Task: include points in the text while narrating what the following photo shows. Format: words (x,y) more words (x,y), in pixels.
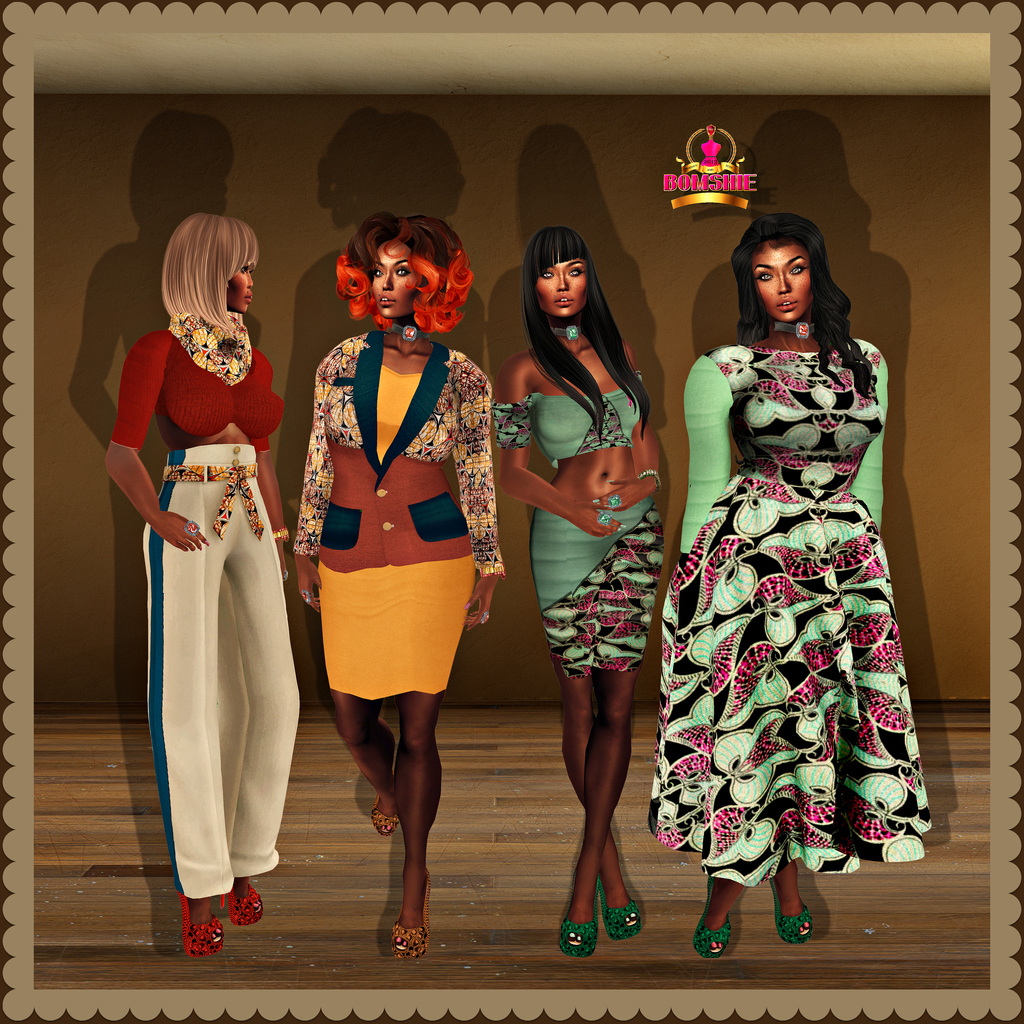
This is an animated image. In the center (452,386) we can see the group of women (566,440) seems to be standing on the floor (813,911). In the background (577,162) we can see the shadows (573,212) of women (747,489) and we can see a watermark (710,188) on the image.
